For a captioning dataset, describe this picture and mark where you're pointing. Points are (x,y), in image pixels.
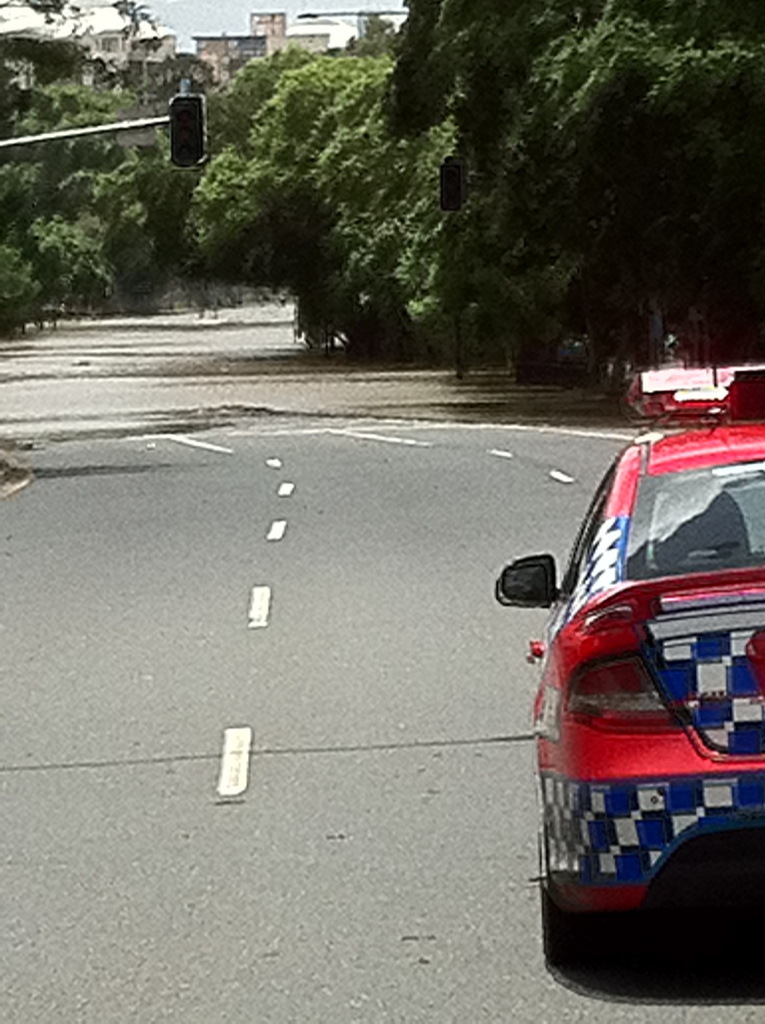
In this image I can see trees (576,103) and I can see red color vehicle (586,615) visible on the road (121,586).
